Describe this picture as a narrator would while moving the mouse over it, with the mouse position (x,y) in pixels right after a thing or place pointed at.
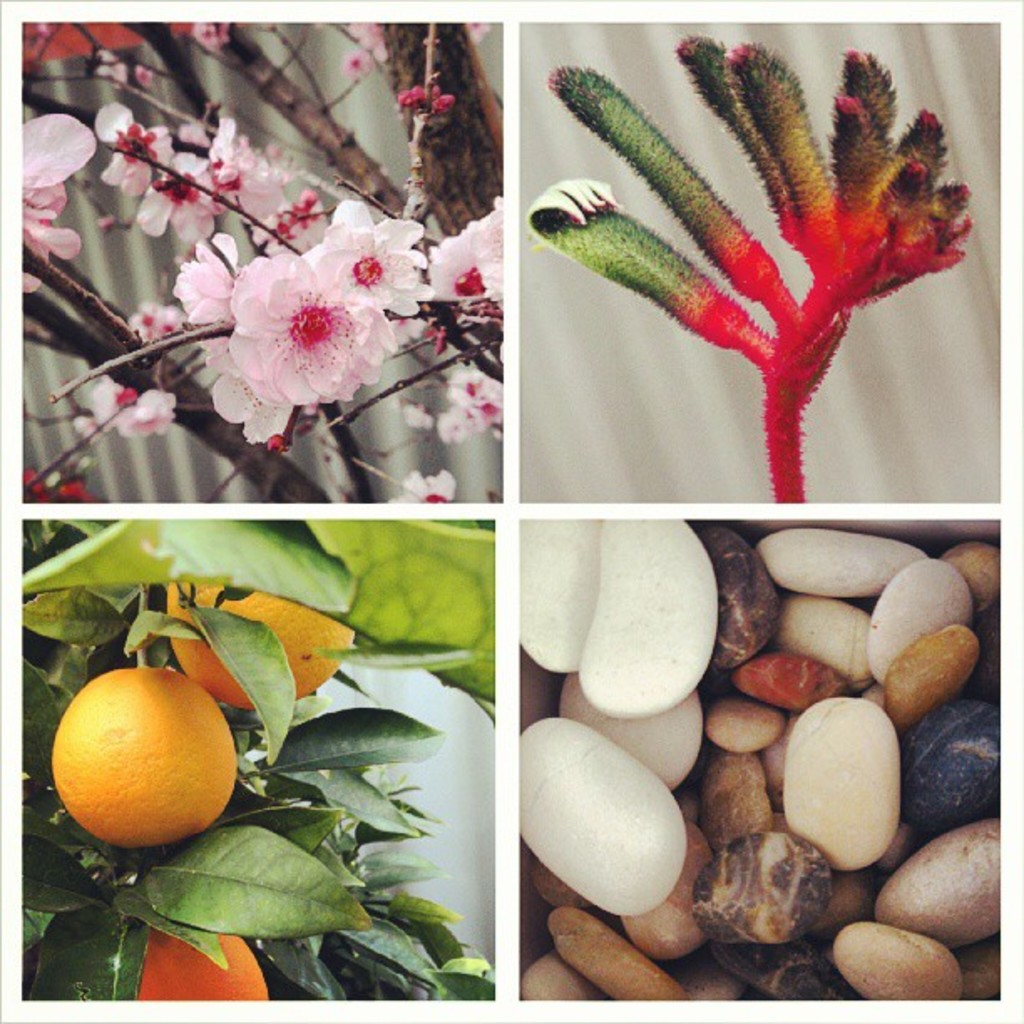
This picture having four collage frames. On the top right (929,115) there is a flower (869,296). On the top left (193,183) we can see flowers (294,364) and plant (446,209). On the bottom left (126,802) we can see of oranges (319,675) in a plant (48,728). On the bottom right (968,842) we can see different color stones (650,770).
